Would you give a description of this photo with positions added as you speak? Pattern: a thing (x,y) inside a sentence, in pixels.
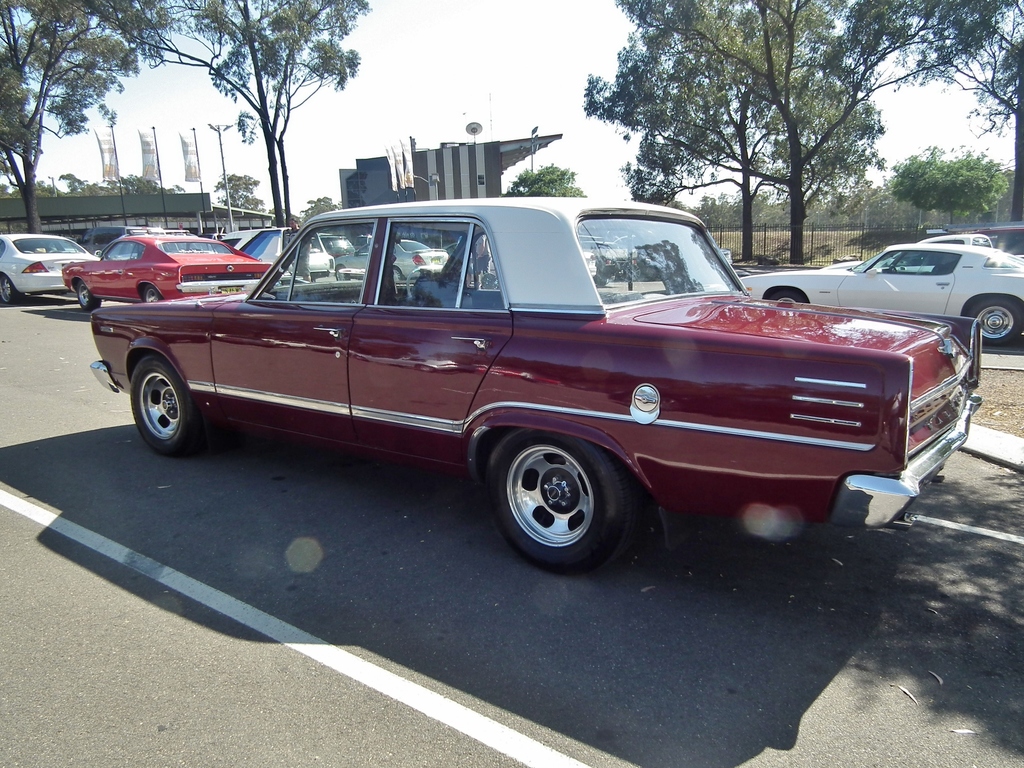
In this image there are few vehicles (700,308) on the road (13,323), trees (707,204), buildings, railing (716,241) and the sky (381,98).
